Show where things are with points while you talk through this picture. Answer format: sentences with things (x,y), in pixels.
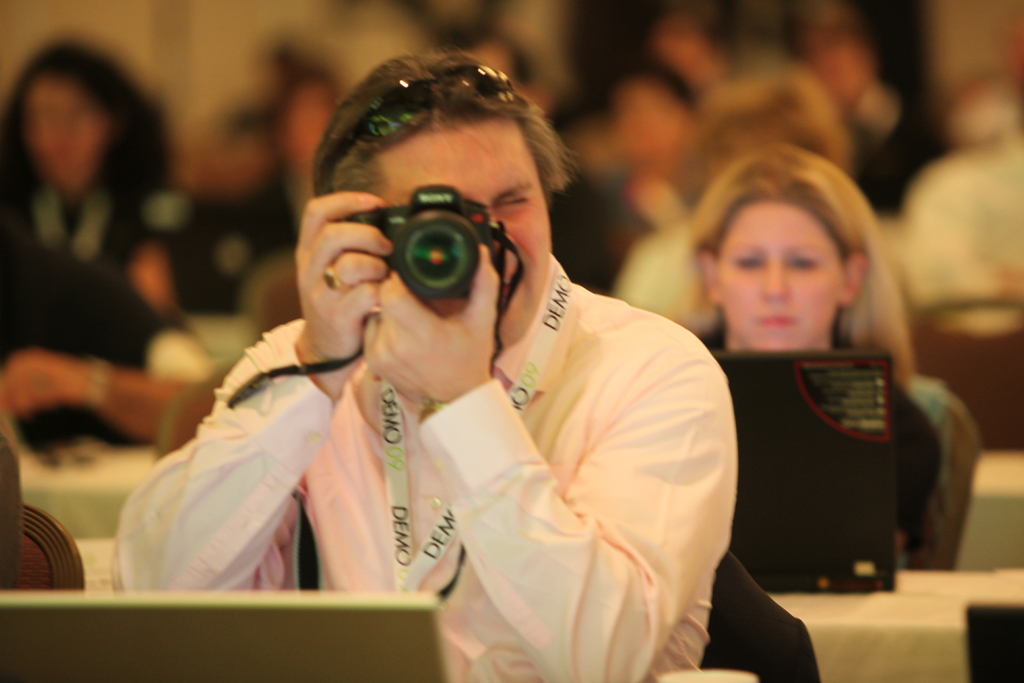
In this picture we can see men (409,199) wore pink color shirt (584,397) holding camera (401,260) in his hand (491,261) and taking picture and at back of his woman (855,286) sitting on chair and looking at laptop (781,457) and the background (674,101) we can see group of people (87,181) and it is blurry.
